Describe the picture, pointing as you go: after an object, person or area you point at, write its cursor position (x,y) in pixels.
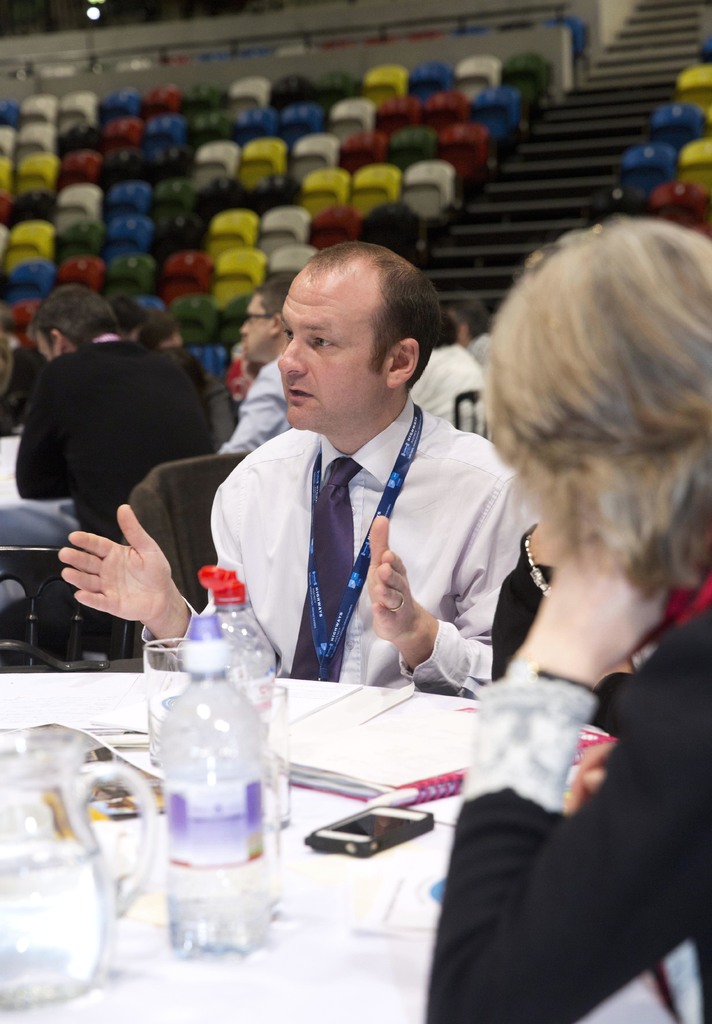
In this image I can see group of people (682,818) sitting, the person (501,528) in front (439,520) is wearing white shirt (425,510), purple tie (319,520) and the other person (658,730) is wearing black color dress (638,763). I can also see few glasses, bottles (223,659), books (331,787), a mobile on the table (304,1014). Background (565,146) I can see few stairs (534,136) and few chairs (123,190) in multi color.
